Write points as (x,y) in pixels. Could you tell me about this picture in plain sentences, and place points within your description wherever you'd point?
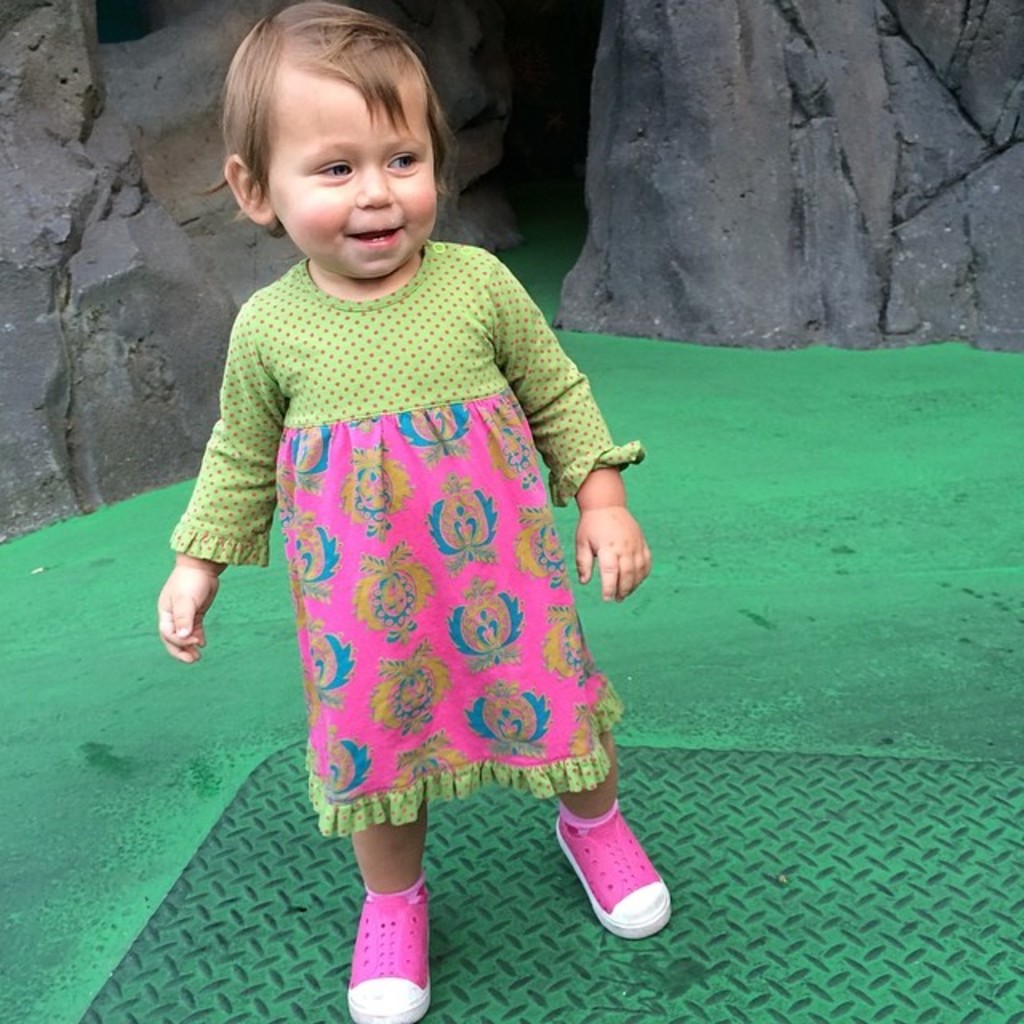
In this image we can see a girl (422,399) wearing a dress (519,761) is standing on the floor (544,816). In the background (898,131), we can see some rocks (675,143).
